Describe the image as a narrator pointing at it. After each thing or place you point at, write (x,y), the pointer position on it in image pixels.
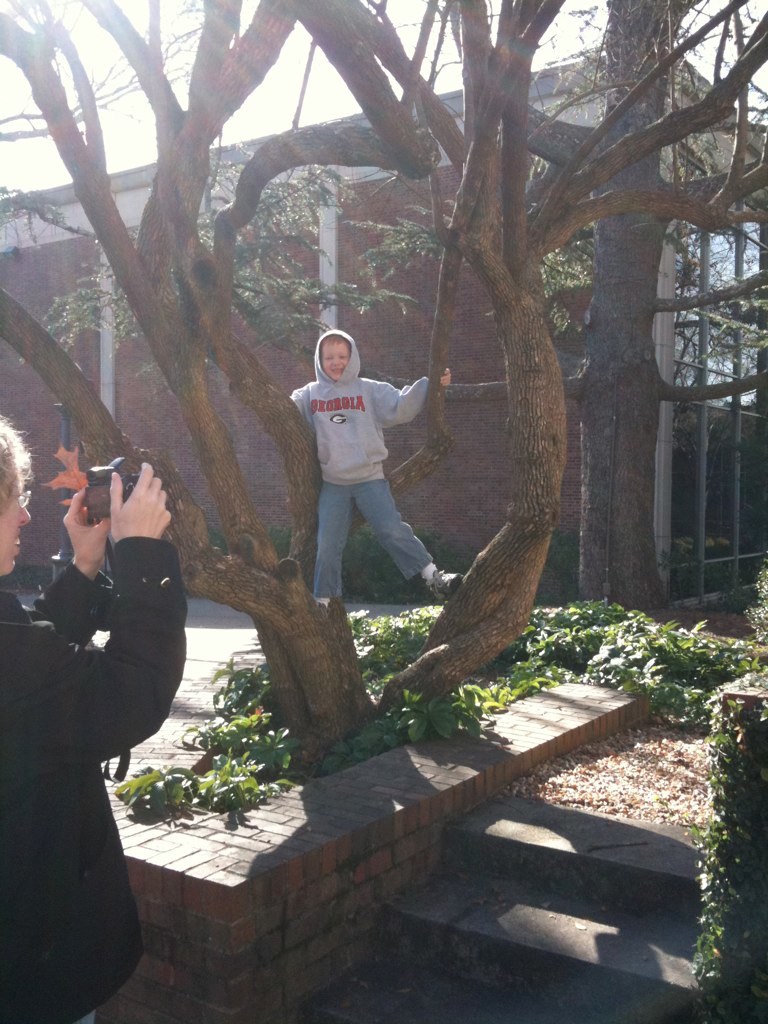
In the picture there is a boy (412,565) standing on the tree trunk (310,660) and in front of the boy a woman (42,779) is standing and capturing his picture, around the tree (444,617) there are small bushes (579,668) and in the background (487,440) there is a building (657,477) and there are two trees (393,232) in front of the building (404,309) and there is a bright sunlight (135,130) falling on the surface (125,821).
